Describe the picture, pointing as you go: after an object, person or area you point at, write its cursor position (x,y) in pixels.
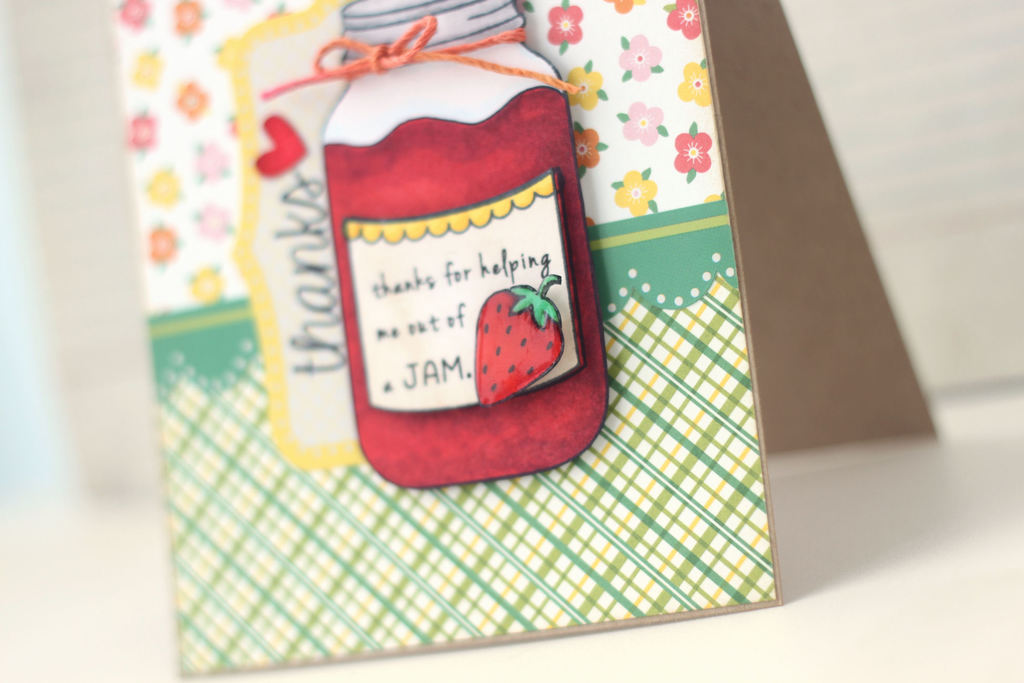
In this picture, we see the painted cardboard (497,347) which is in red, white and green color is placed on the white table (892,540). In the background (907,276), it is in white and brown color. This picture is blurred in the background (998,52).
